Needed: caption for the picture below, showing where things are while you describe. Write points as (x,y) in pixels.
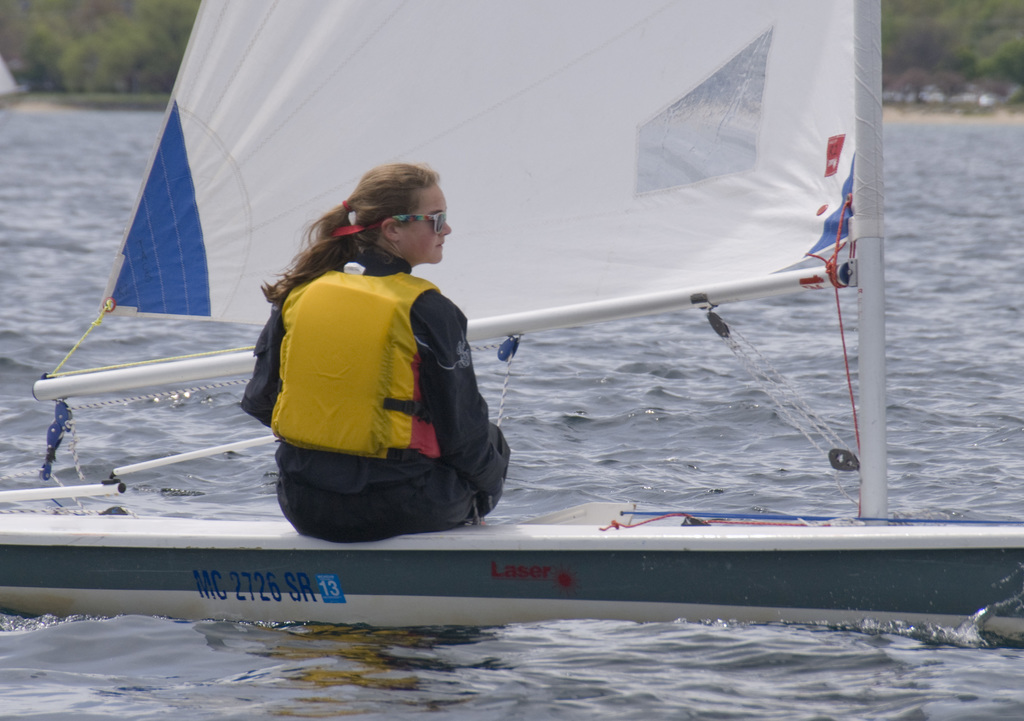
In this picture in the center (374,377) there is a boat (593,508) with the person (377,447) sitting on it which is sailing on the water (789,651) with some text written on it. In the background (113,19) there are trees (957,40).
